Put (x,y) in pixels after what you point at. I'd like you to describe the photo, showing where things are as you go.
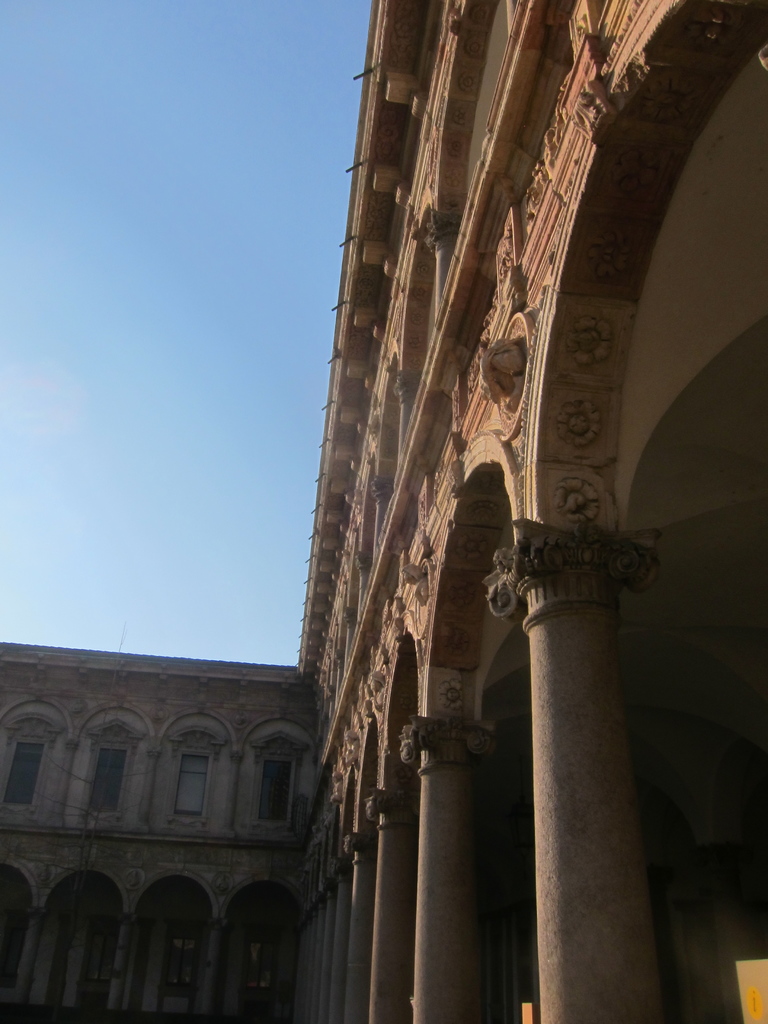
A building (371,660) with windows (285,803). These are pillars (326,879). Sky (153,376) is in blue color.
